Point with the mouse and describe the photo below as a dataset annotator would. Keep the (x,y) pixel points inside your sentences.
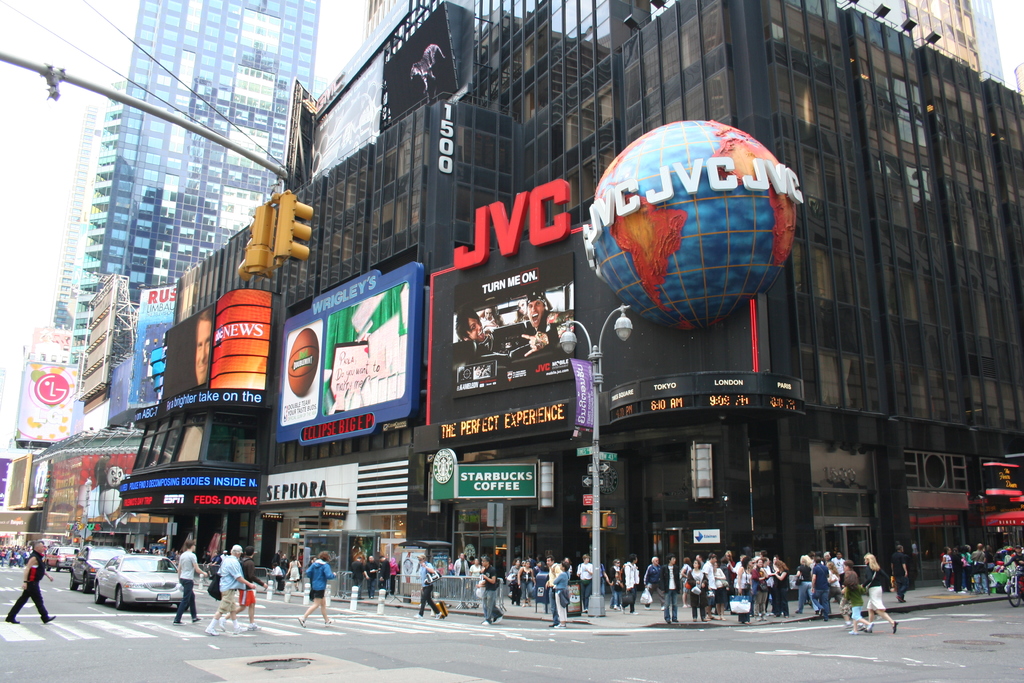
In this picture we can see cars (120,578) and a group of people (626,601) walking on the road (252,639), pole (595,564), buildings (425,195), traffic signal light (248,254), banners (308,349).
